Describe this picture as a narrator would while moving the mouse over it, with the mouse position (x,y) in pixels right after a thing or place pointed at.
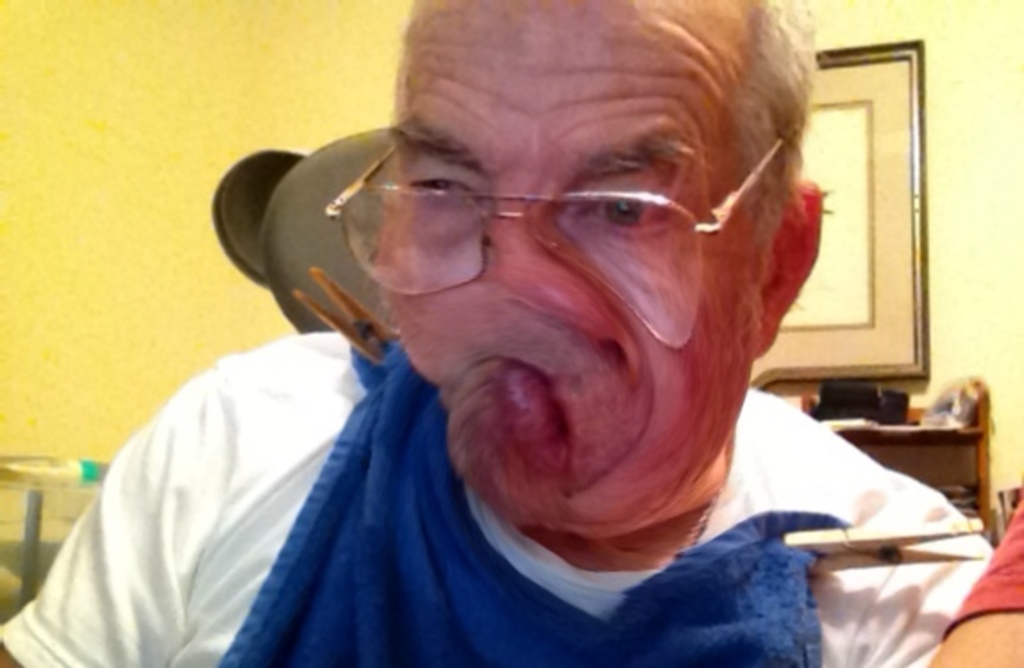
In this image there is a person (434,539), beside the person (971,572) we can see the hand (996,652) of the other person (974,640), behind them there is a frame (900,238) hanging on the wall (944,285), beneath the frame (808,369) there are few objects (867,408) arranged in the rack (957,477).
